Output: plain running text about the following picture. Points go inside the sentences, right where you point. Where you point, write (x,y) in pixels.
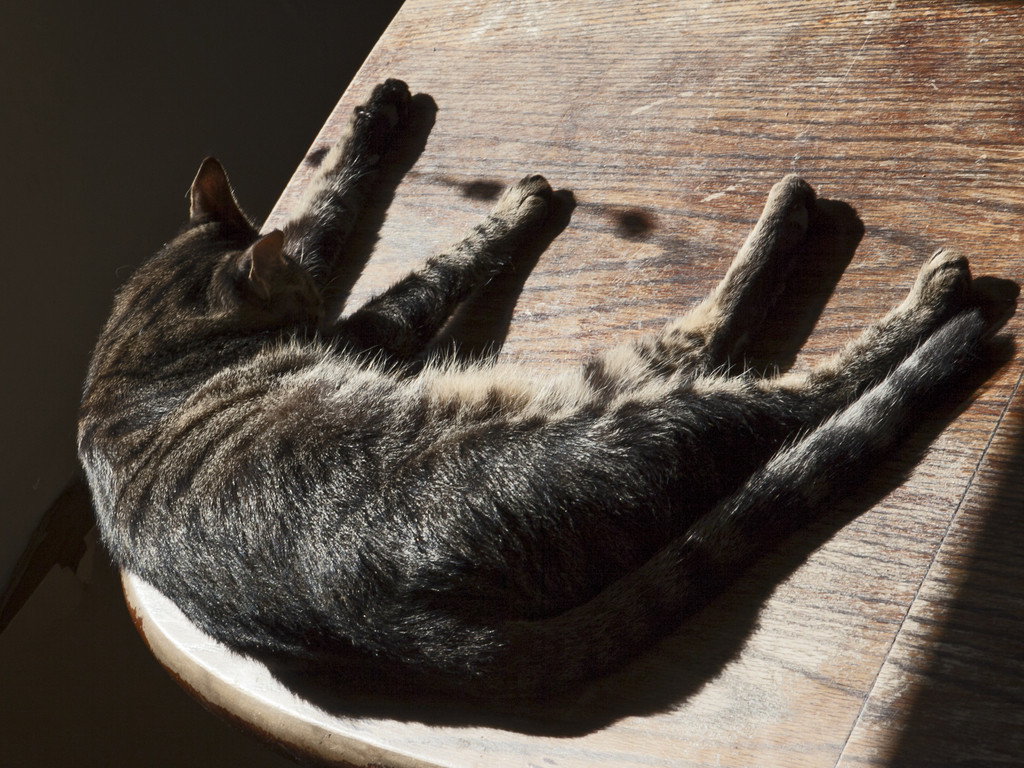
In this image there is a cat (499,550) sleeping on a wooden surface (627,142).
